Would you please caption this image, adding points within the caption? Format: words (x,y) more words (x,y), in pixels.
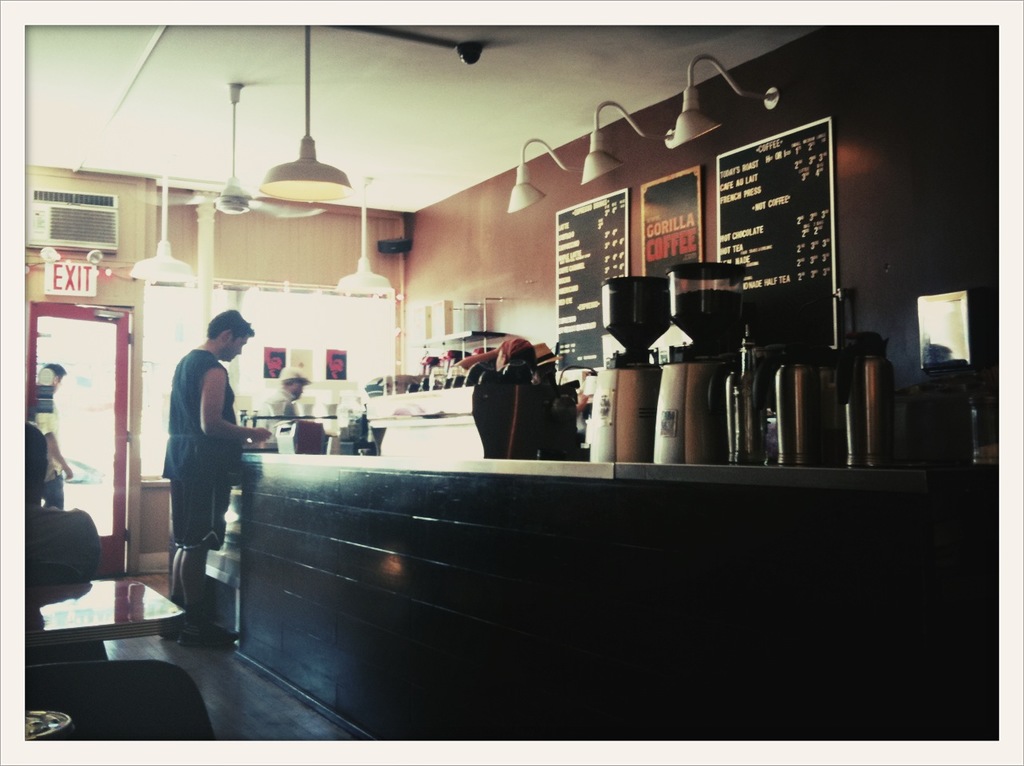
In this image there a few people (192,439). To the left (187,459) there is a man (207,504) standing. In front of him there is a table (447,478). On the table (462,479) there are boxes (321,450), cups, coffee machines (661,410) and jars (732,414). Behind the table (503,465) there is a wall (884,188). There are boards (668,229) with text (655,244) on the wall (707,214). Above the boards (696,216) there are wall lamps (589,173). There are lights (171,260) and a fan (237,198) hanging to the ceiling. To the extreme left there is a door (65,385). Above the door (62,312) there is a board (74,276) with text (72,278).
